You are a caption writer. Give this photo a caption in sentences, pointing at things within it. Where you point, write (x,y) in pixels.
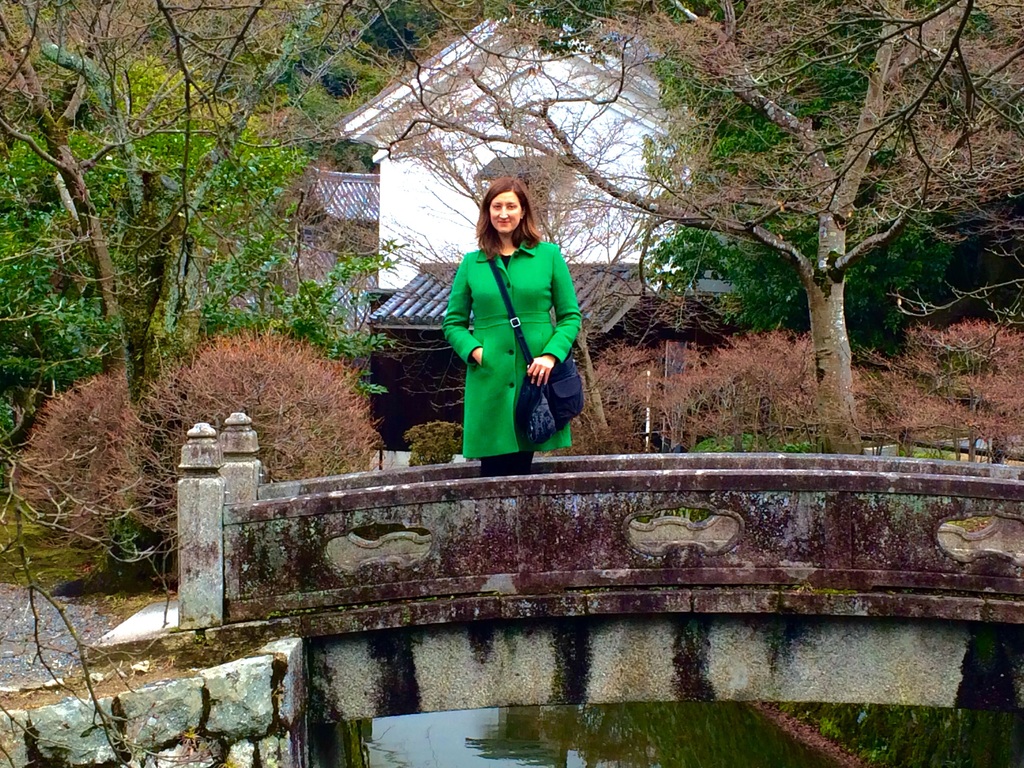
In this picture we can observe a woman (501,326) standing on the bridge (512,531) wearing green color dress (478,392). She is smiling. We can observe water (583,721) under the bridge (509,697). There are some dried plants (671,397) and trees (288,118). In the background (398,206) there is a house (402,210).
